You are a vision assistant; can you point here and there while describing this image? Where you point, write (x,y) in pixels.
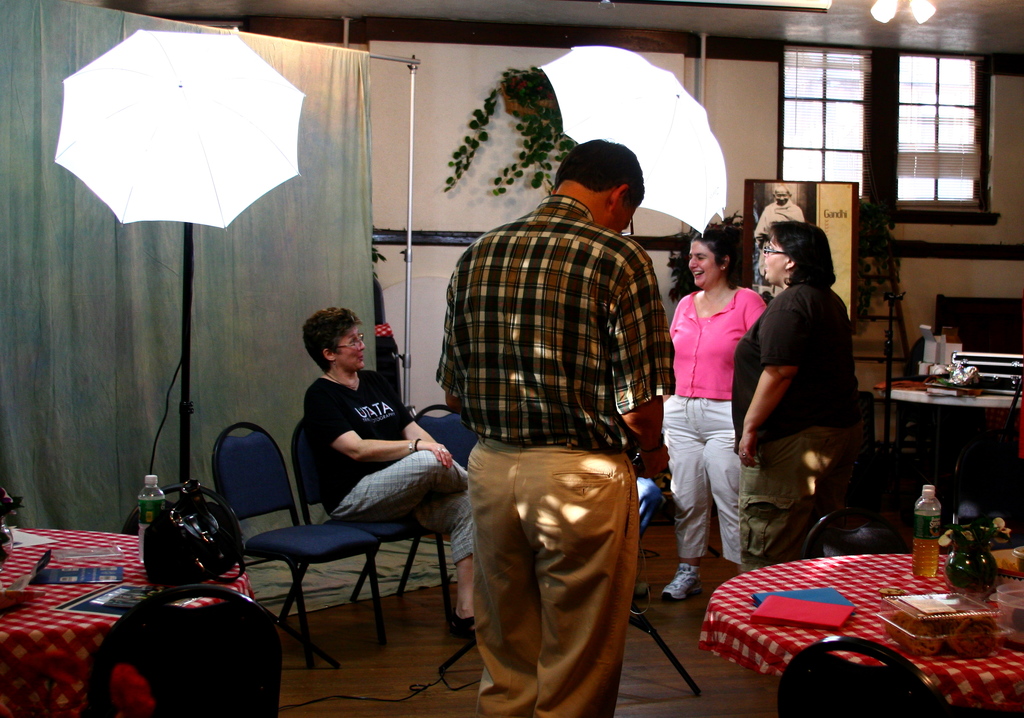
This picture is of inside the room (844,635). On the right (871,571) we can see a table (946,660) on the top of which a box (928,606), a bottle (925,514) and some more items (982,568) are placed. In the center (596,271) there is a man (525,291) wearing green color shirt (563,323) and standing. On the right (791,265) there are two women (780,390) standing. On the left (338,394) there is a woman (373,411) wearing black color t-shirt (386,413) and sitting on the chair (387,523). In the left corner (63,561) there is a table (53,567) on the top of which a water bottle (146,496) and a sling bag (189,541) is placed. There is a umbrella (179,218) attached to the stand (185,313) and a curtain (356,202). In the right corner (981,63) we can see a window (903,88) and a picture frame (823,206) and a table (969,398). In the background (466,46) we can see a wall (673,61).
